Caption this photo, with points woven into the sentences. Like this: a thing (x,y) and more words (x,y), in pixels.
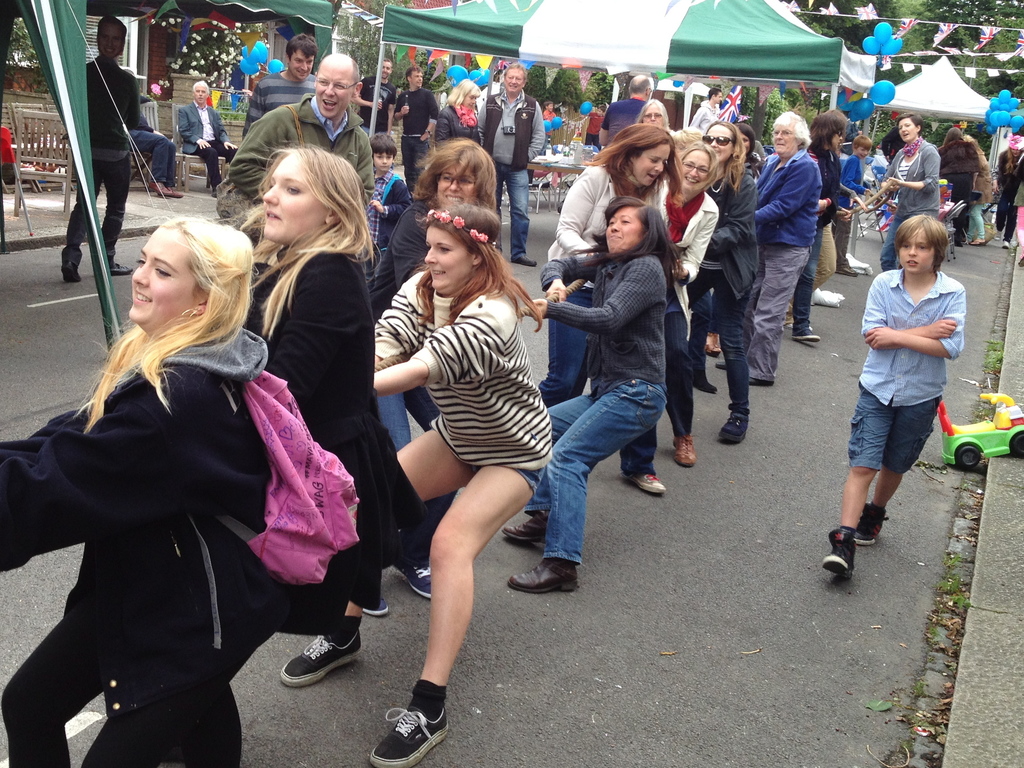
In the center of the image (482,416) we can see people (335,404) pulling the rope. On the right (862,539) there is a boy (923,377) walking. In the background (113,142) there are people (386,216) standing and we can see tents (525,53), balloons (876,88) and trees (919,39). On the left (29,185) there are benches (71,177).
